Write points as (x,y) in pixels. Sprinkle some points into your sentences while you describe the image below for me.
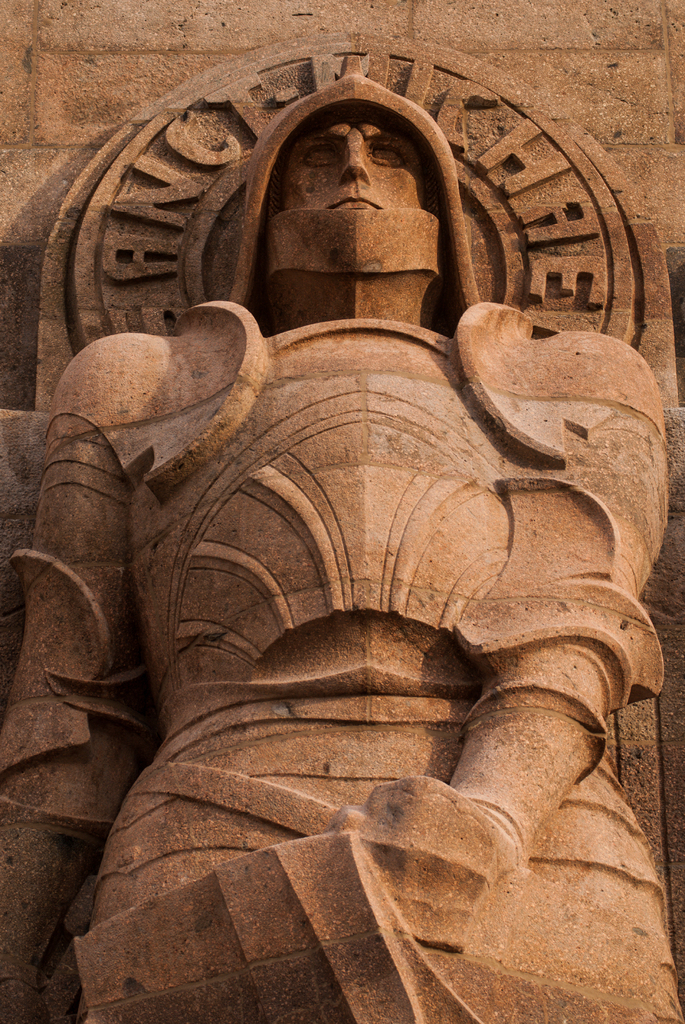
In this image there is a stone carving (373,583) of a person (369,301) and some text (178,182) on the wall (143,90).
